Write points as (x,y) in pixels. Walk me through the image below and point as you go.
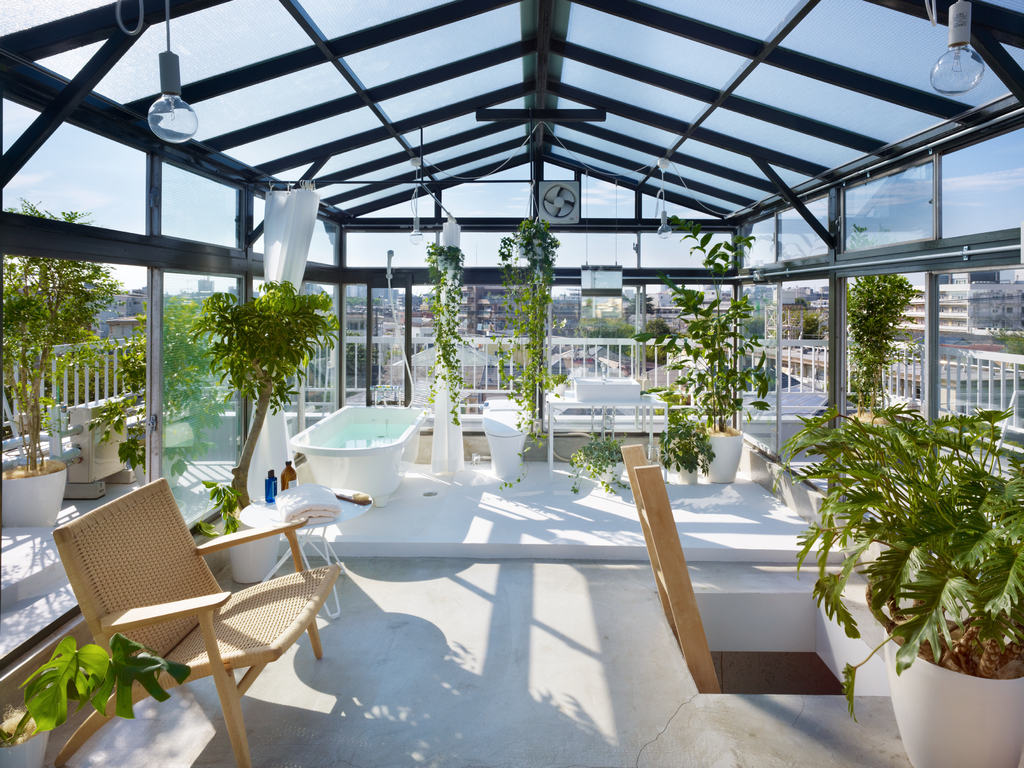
In this Image I see a chair (108,546), few plants (12,480), curtains (295,277), bulbs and in the background (972,327) I see lot of buildings (972,327).
